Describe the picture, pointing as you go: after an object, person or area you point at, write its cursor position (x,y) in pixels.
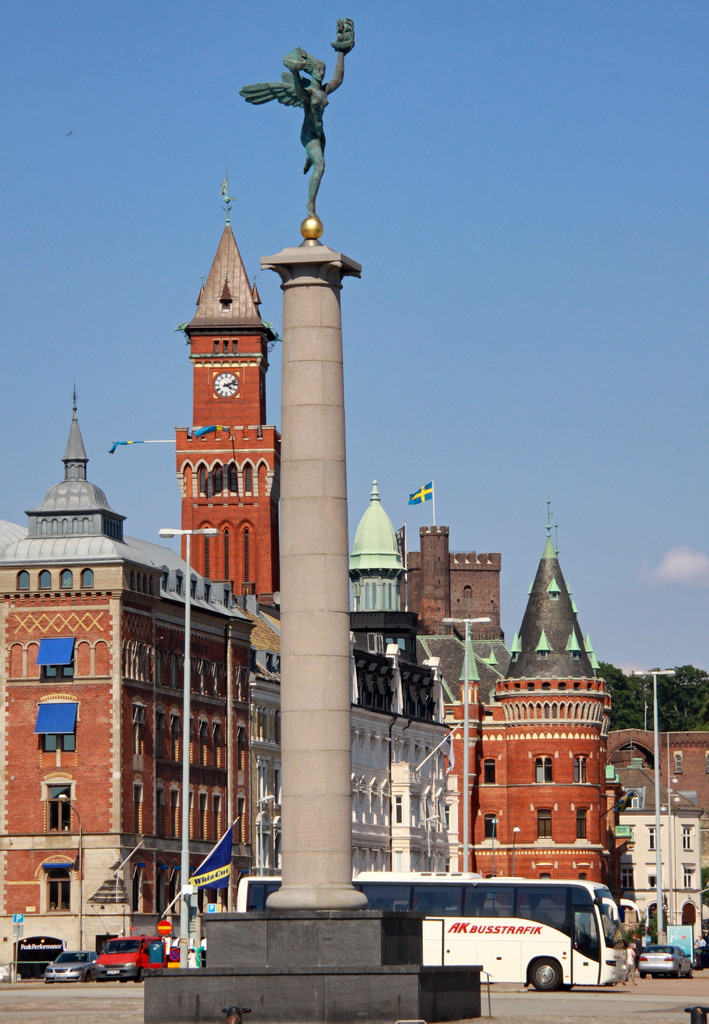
In the middle of the picture (317,364) I can see one statue (318,132). Behind the image I can see Buildings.
